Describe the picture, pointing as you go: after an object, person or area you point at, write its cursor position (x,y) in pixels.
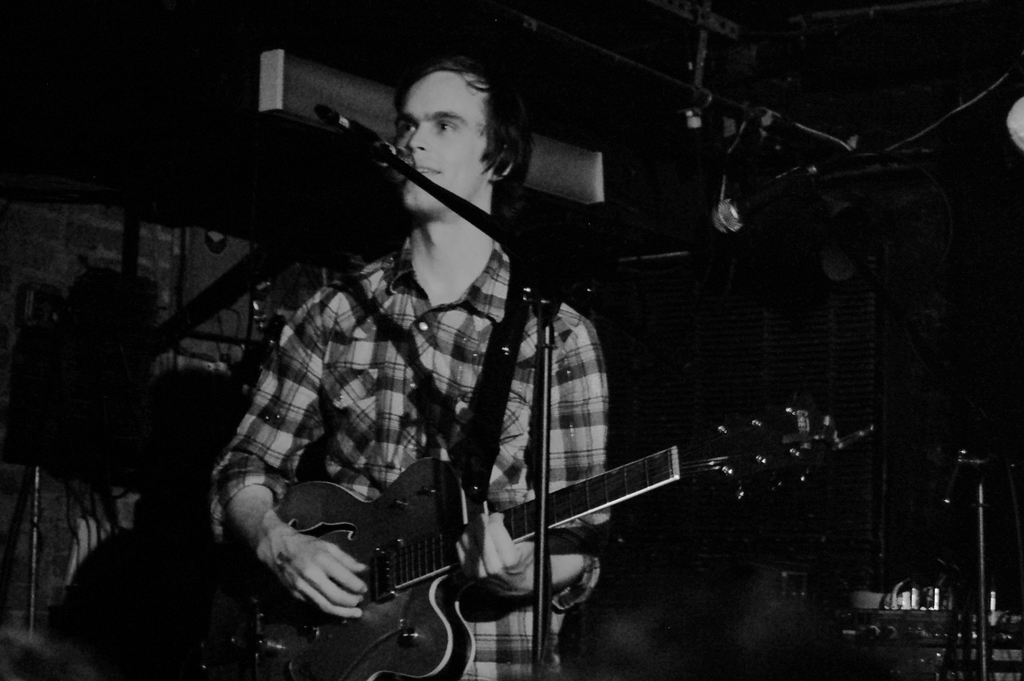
In this picture a man (389,267) is standing and holding a guitar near the microphone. In the background (50,401) we can find some musical instruments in the dark.
